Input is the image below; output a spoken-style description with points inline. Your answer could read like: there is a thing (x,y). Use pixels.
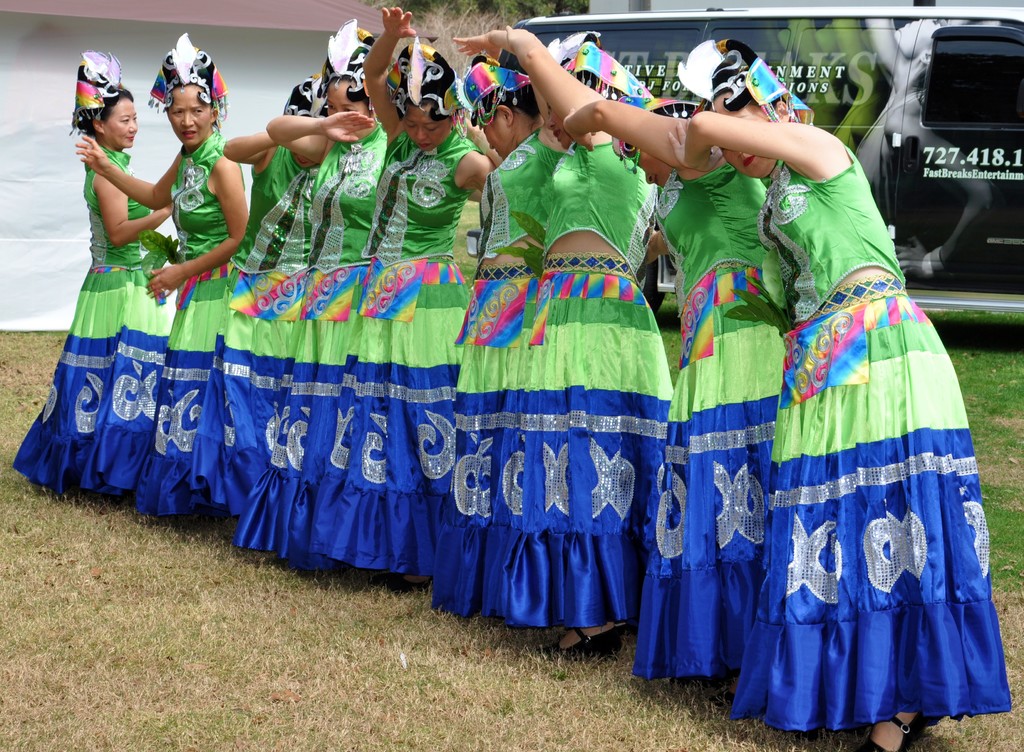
Here in this picture we can see a group of women (270,189) standing on the ground (49,535), which is fully covered with grass (62,546) and all of them are wearing same kind of costume (350,277) and dancing and behind them we can see a vehicle (568,29) present and we can see some plants (442,38) present in the far.
